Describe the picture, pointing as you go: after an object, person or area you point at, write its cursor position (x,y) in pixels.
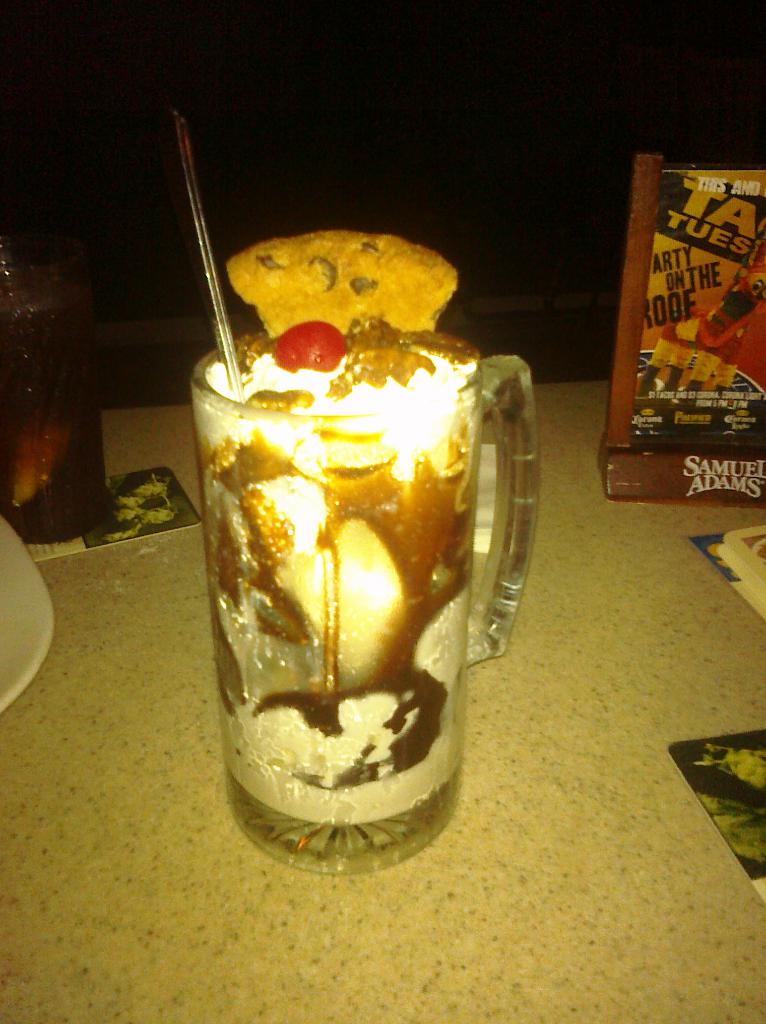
In this image I can see a glass (352,555) and in it I can see a red colour thing (306,350), a piece of cookie (296,317) and other things (339,373). I can also see something is written in background (657,339) and I can see this image is little bit in dark.
